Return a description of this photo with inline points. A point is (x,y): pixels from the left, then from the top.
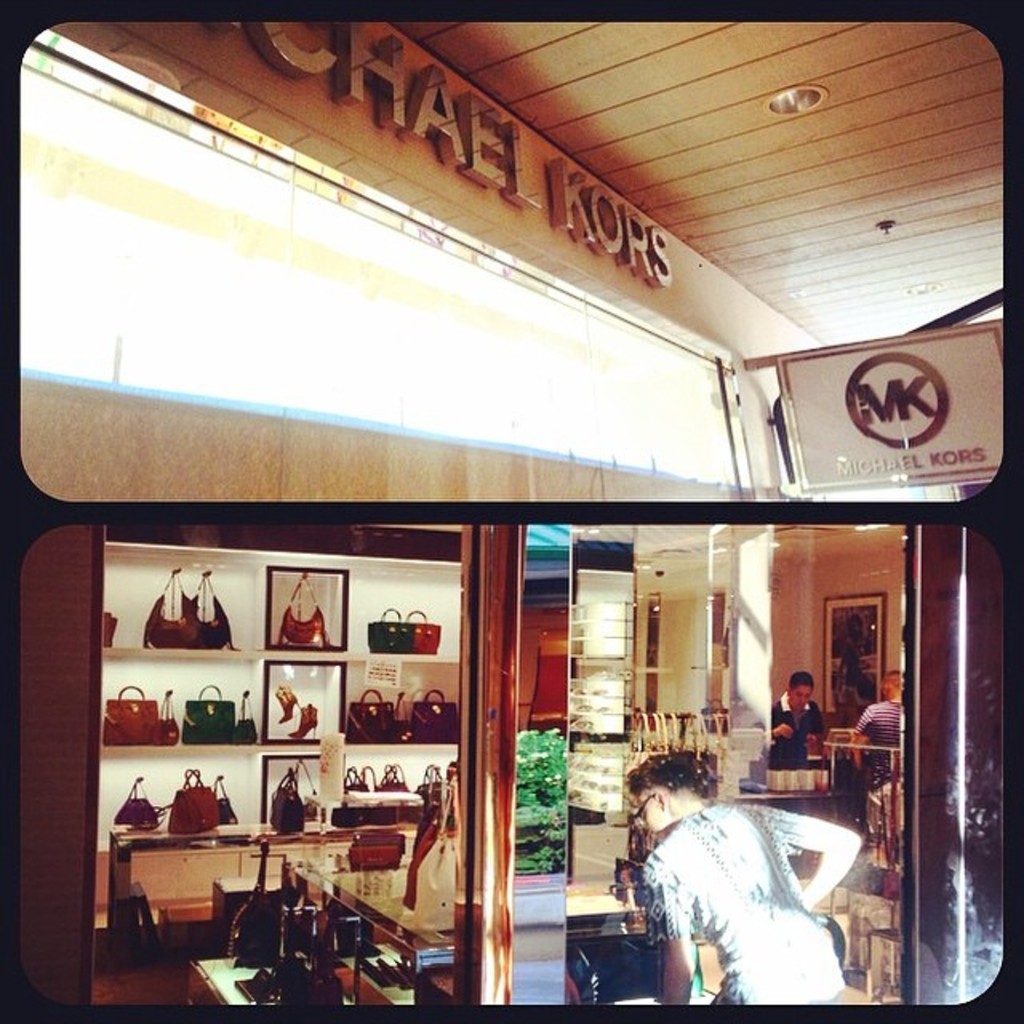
In the image there is a woman (730,869) standing on the right side (744,905) in the back (303,603), there are shelves (244,775) with handbags (296,815) in it, it seems to be in a bag store (730,333).
